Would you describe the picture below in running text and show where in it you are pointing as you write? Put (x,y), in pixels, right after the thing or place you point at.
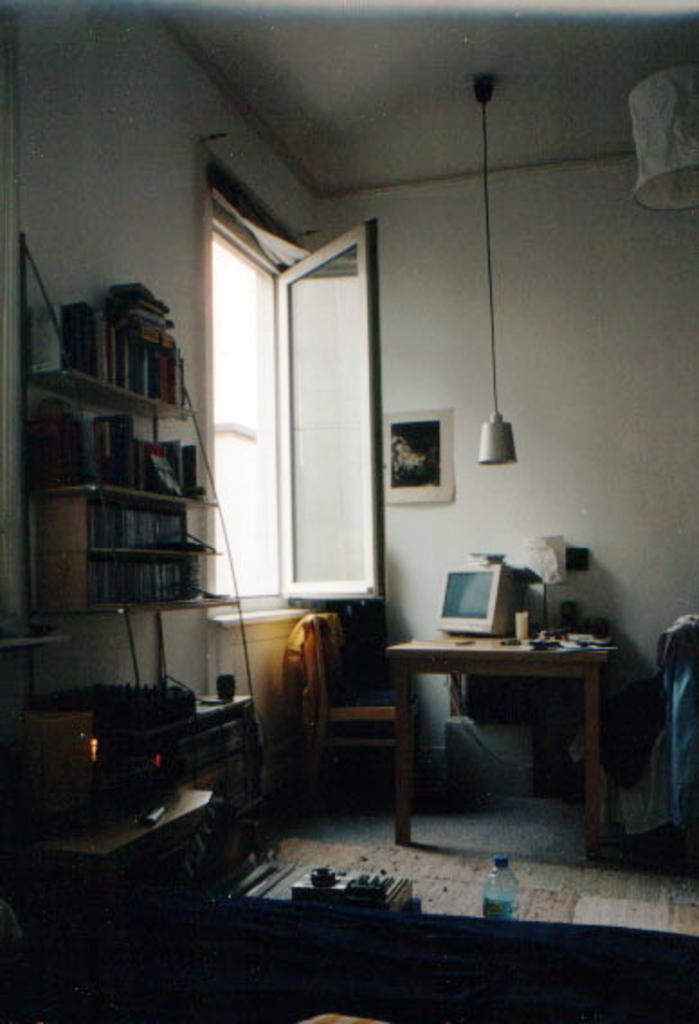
As we can see in the image there is a wall (531,364), window (292,376), shelves (201,478), table (472,659), bottle (501,857), switch board (316,867) and screen (488,610).
